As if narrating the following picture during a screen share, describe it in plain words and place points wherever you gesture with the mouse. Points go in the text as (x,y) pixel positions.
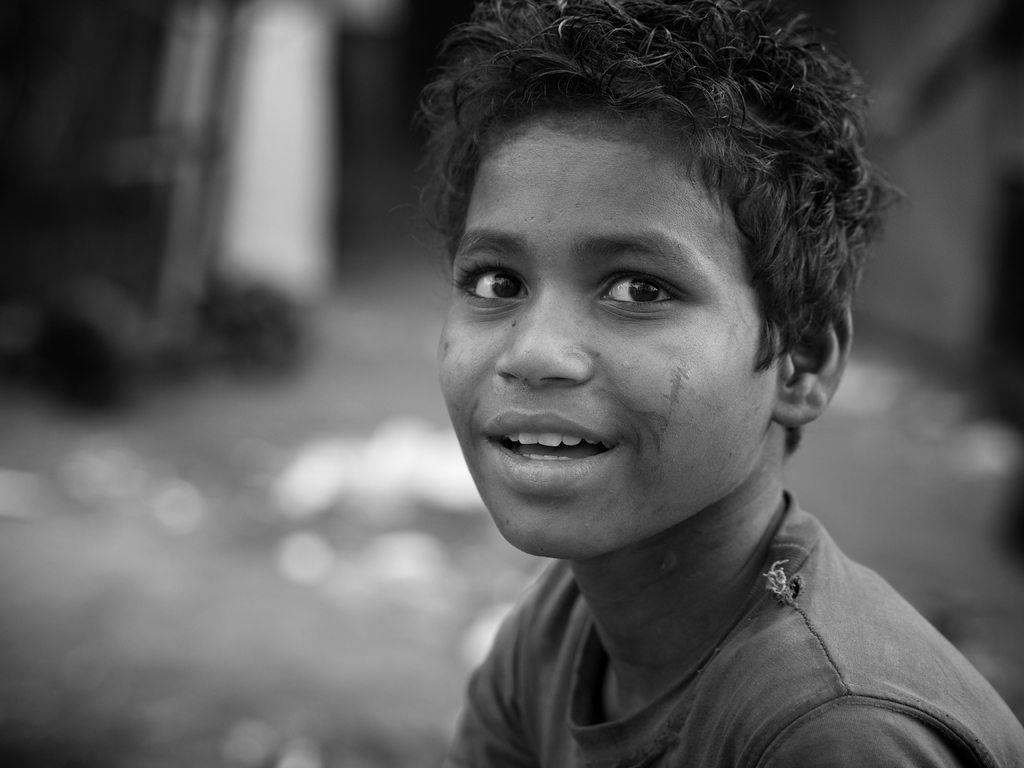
This is a black and white image. Here is a boy (705,672) smiling. He wore a T-shirt (821,671). The background (184,611) looks blurry.
